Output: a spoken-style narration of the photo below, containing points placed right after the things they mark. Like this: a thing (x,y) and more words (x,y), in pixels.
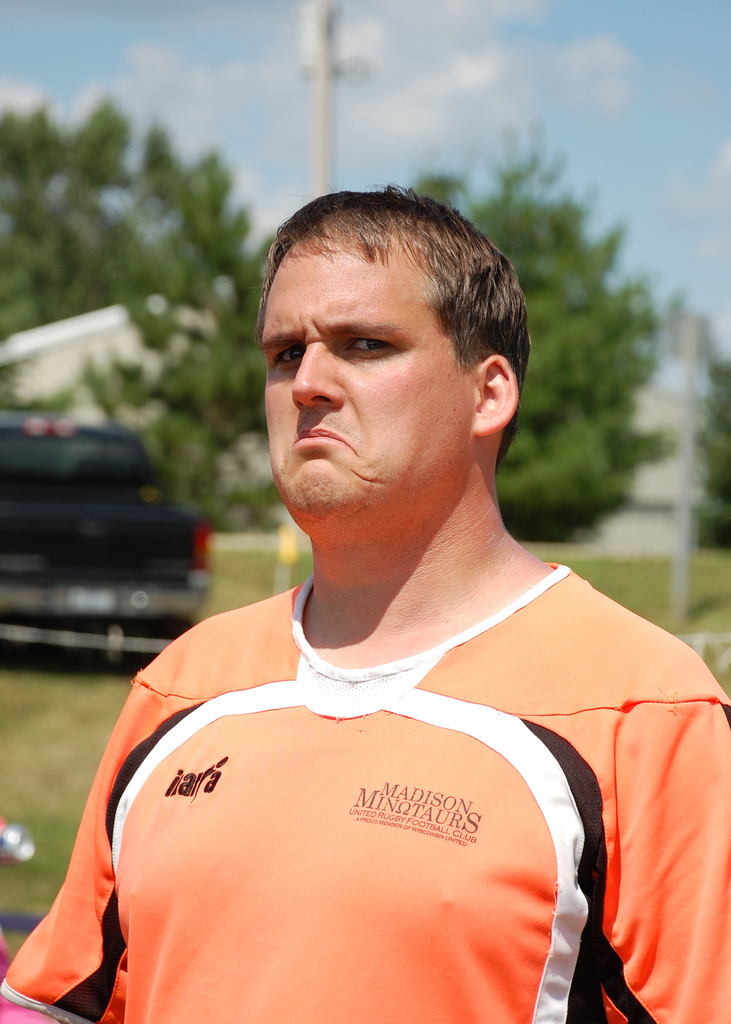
In this picture we can see a person (191,703). There is a vehicle (191,531), trees (259,509) and a few objects (79,341) in the background (21,355). Background (9,353) is blurry. Sky (253,101) is blue in color and cloudy.
